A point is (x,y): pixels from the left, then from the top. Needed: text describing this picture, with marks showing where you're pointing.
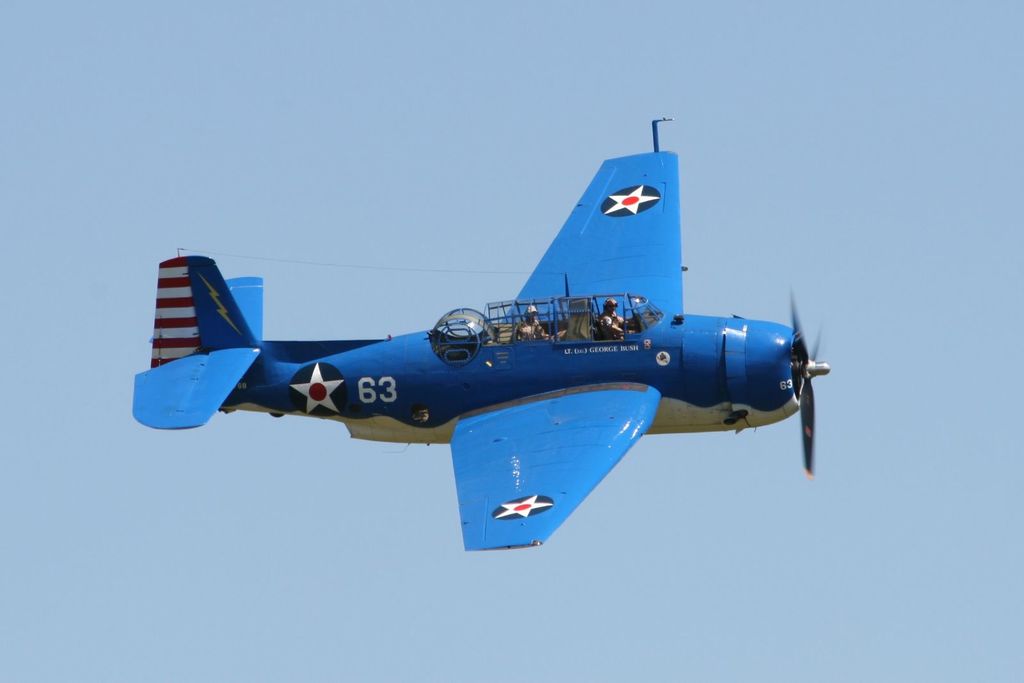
In the image there is a blue color airplane (559,349) flying in the air (344,210) and behind its sky (380,144).
